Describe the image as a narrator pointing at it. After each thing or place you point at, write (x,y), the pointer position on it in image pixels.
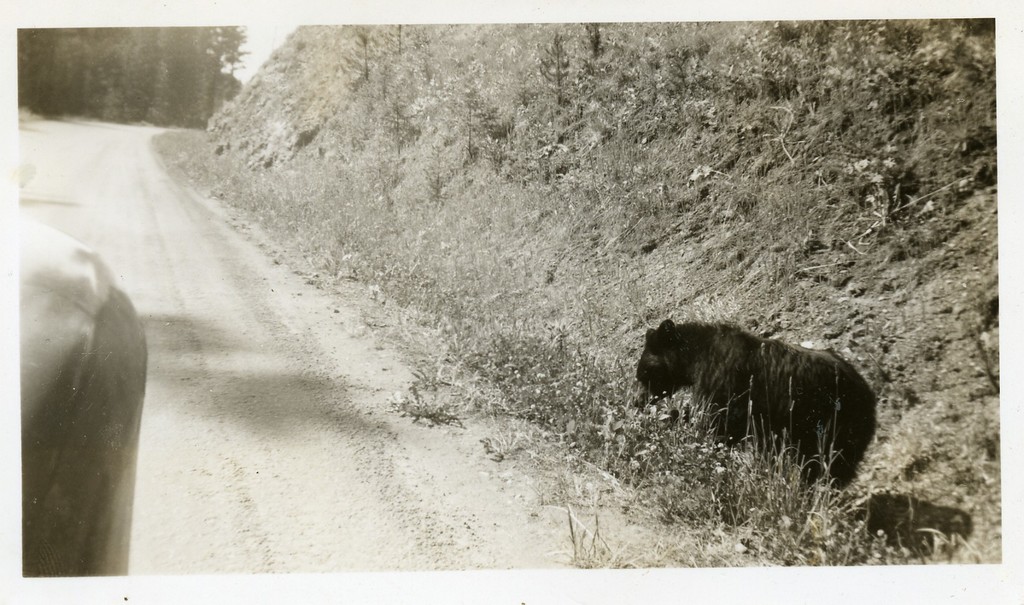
In this image at the center (366,370) there is a road (163,389). Beside the road (39,136) there is a bear (708,361) and we can see grass (541,174) on the surface (634,143). At the background (167,85) there are trees (169,77).
